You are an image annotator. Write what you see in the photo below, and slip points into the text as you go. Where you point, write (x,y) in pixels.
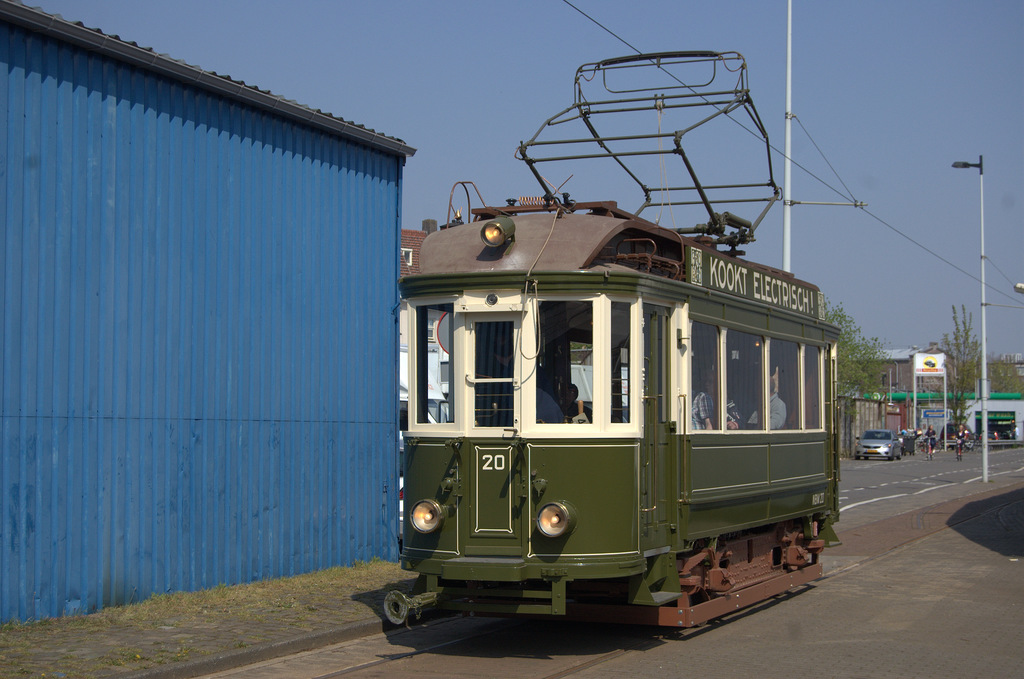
In this image we can see the passing electric train (748,333) with some people (774,393). We can also see the houses (376,378), trees (967,386), light poles (982,378), wires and also the vehicles (955,441) on the road (916,490). We can also see the hoarding (929,366), grass (263,608), path (948,616) and also the sky (470,13).
